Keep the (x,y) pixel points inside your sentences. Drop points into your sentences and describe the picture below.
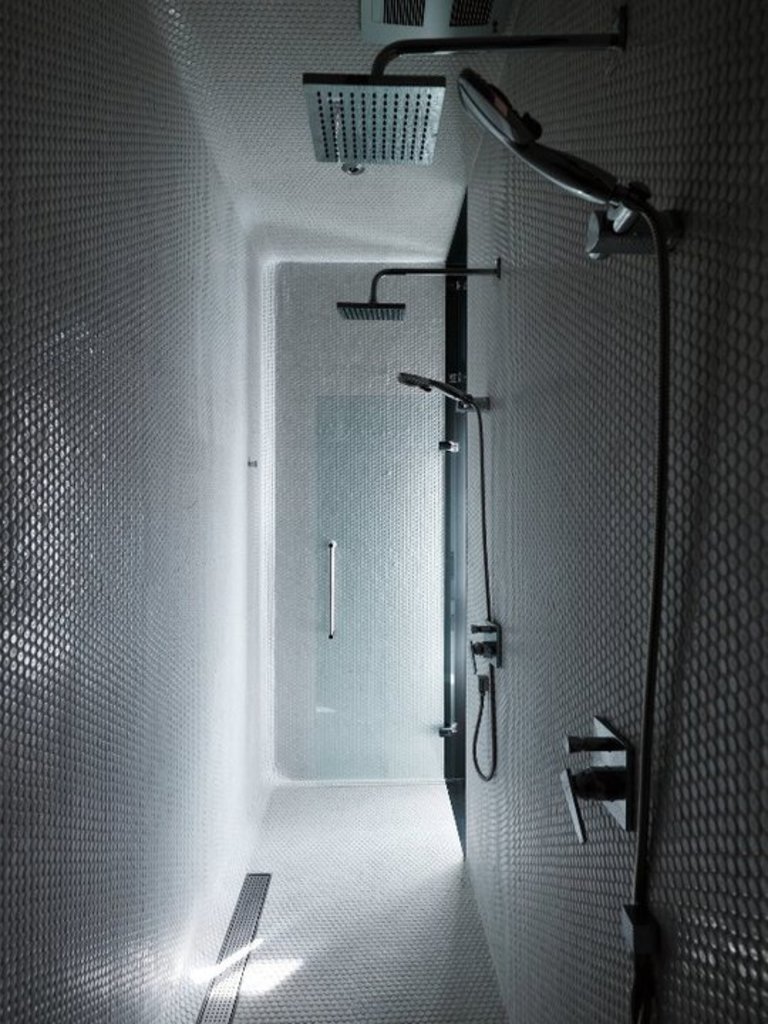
This picture describes about washroom (415,479), in this we can find few showers (629,225) and a glass door (375,624).
